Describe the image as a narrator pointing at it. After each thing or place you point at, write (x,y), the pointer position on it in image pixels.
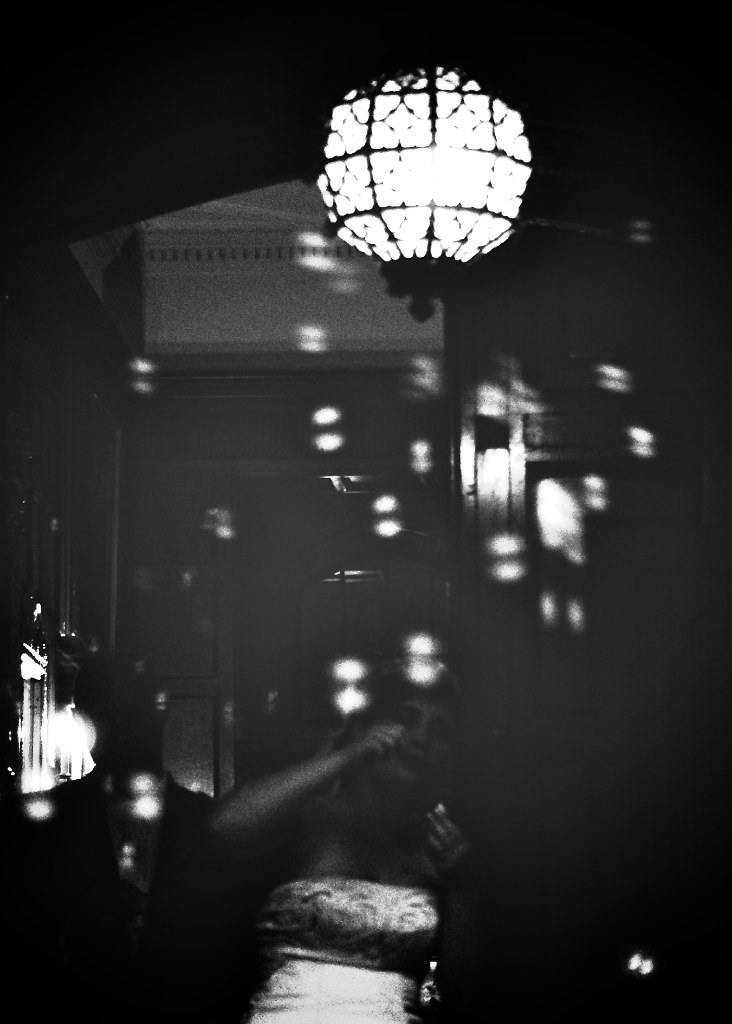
In this image we can see a lady (352,782) standing. At the top (415,294) there is a light (400,198). In the background (238,555) we can see a wall (158,590) and a door (284,610).
